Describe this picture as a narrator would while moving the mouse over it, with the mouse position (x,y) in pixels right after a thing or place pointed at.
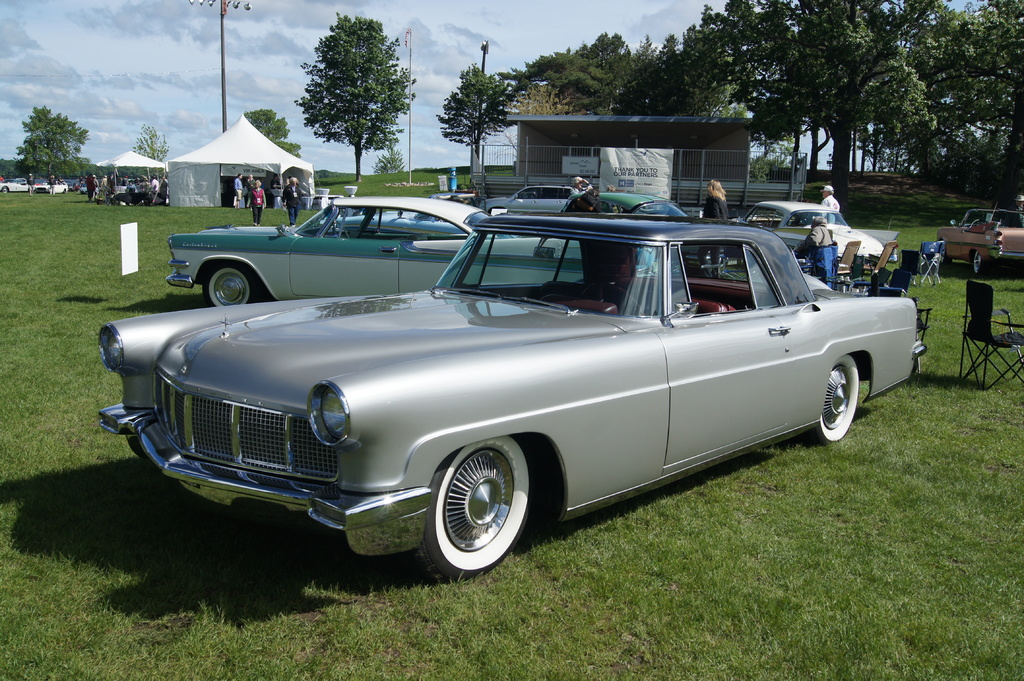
In this image I can see few cars (452,304). They are in different color. Back I can see white tents (184,186), shade (606,126), trees (76,170) and few people (292,199). I can see chairs (932,246). The sky (135,67) is in blue and white color.
